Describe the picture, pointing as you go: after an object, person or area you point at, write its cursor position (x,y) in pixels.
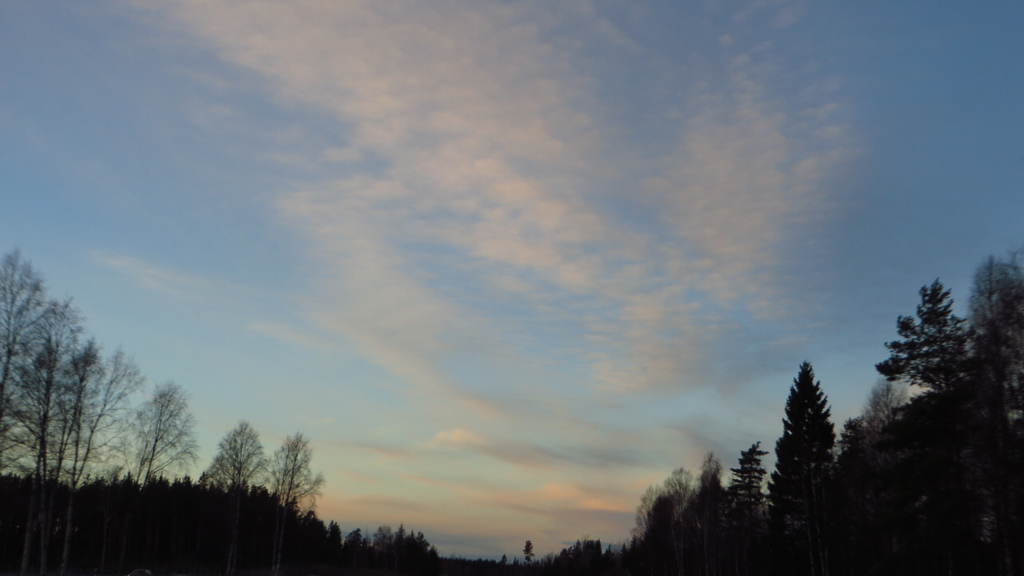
This picture is clicked outside. In the foreground (175,520) we can see the trees (369,556). In the background (247,280) we can see the sky (649,214) with the clouds (645,373).
